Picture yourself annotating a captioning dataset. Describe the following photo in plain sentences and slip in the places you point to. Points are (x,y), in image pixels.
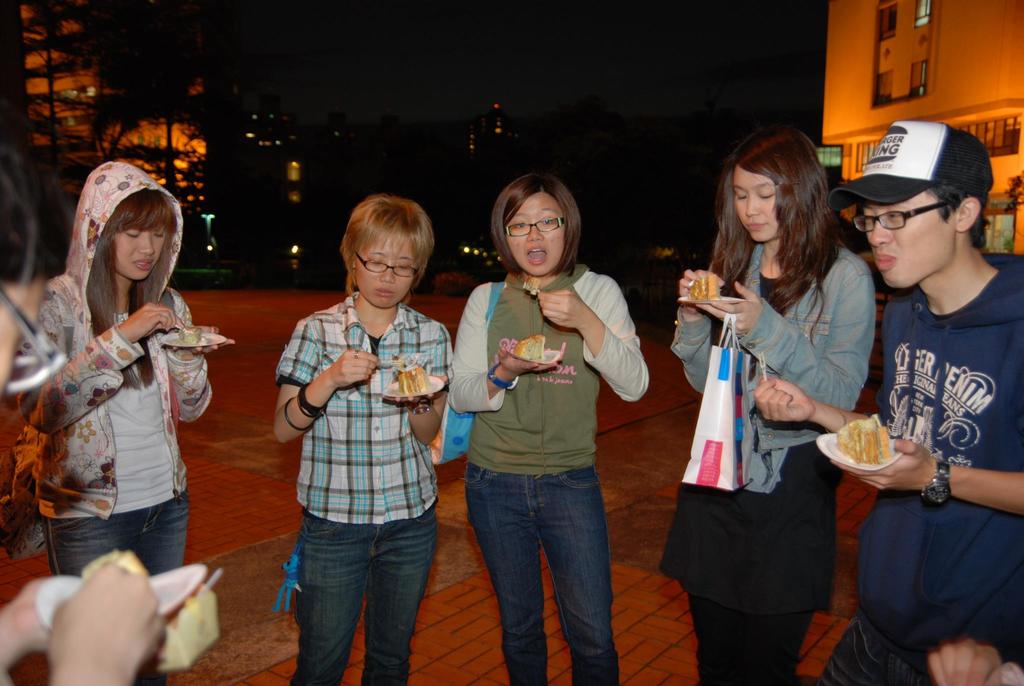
In this image I can see a man (886,282) and women (73,295) are standing. I can see few of them are wearing specs (367,266) and I can see most of them are wearing jackets (575,449). I can see all of them are holding spoons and plates (182,343). In these plates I can see food (712,293) and in the background (1017,234) I can see a building (861,144). I can also see this image is little bit in dark from background (438,72).
